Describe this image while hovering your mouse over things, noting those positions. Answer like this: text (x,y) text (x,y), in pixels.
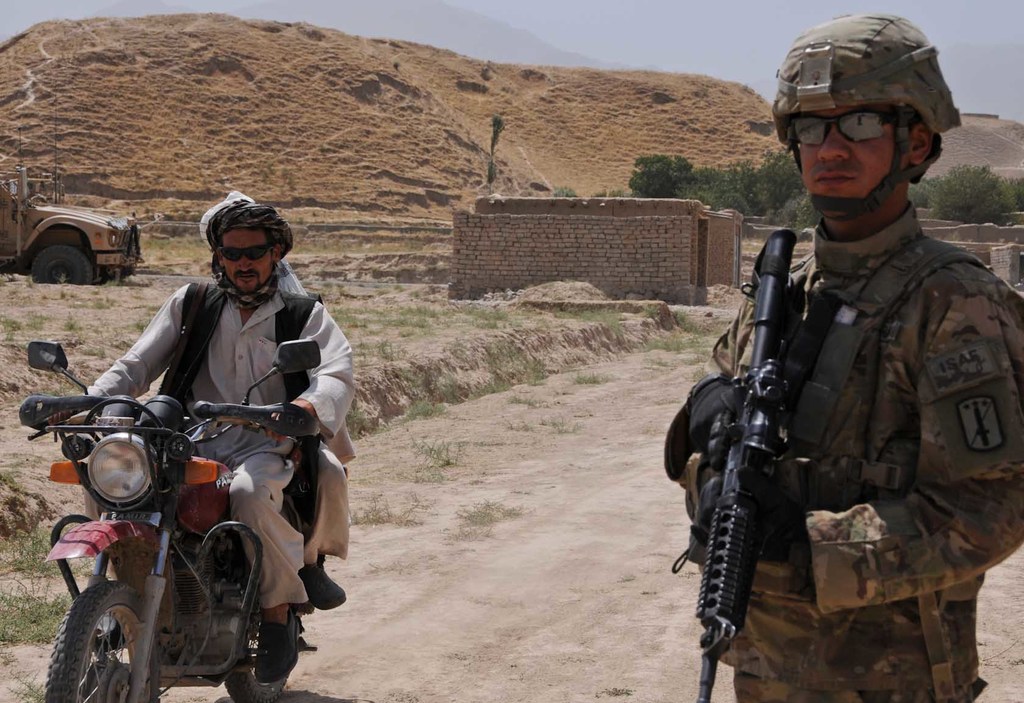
This picture is taken outside of the city, it is very sunny. We can see two peoples (244,477) riding a bike (205,490) and a military man (858,445) standing and holding a gun (730,531). In the background (513,259) there is one barrack (580,244) built with bricks (571,249) and a mountain (460,123) and some trees (735,175). On the left side (76,232) we can see a vehicle (64,228).
